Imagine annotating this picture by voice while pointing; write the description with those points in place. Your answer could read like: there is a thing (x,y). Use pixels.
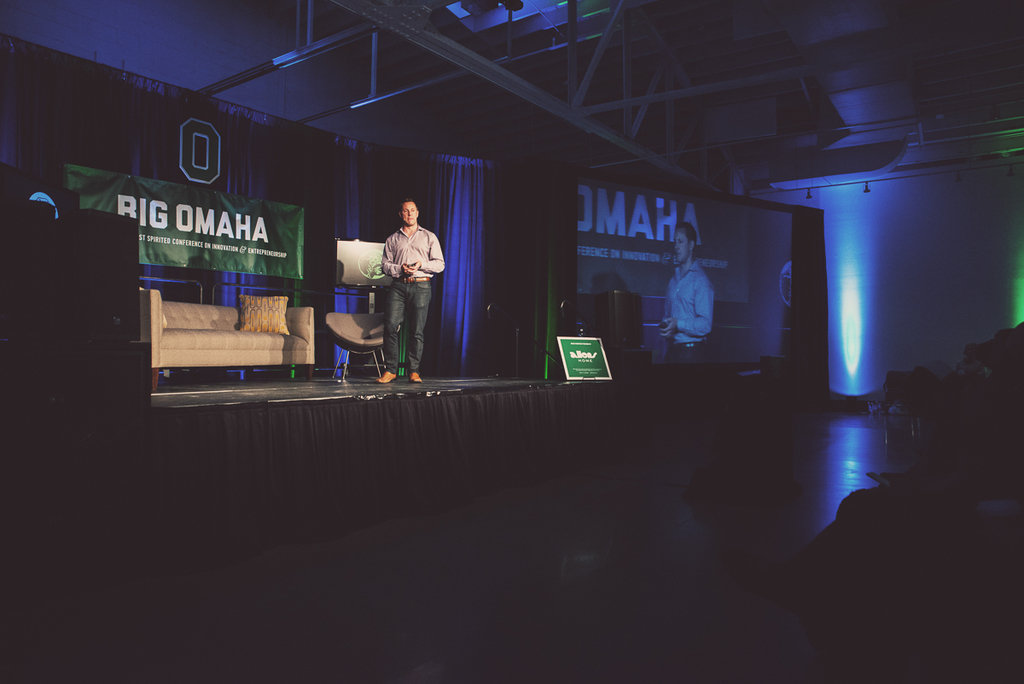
In front of the image there are people (991,591) sitting. There is a person (422,343) standing on the stage (297,382). Behind him there is a chair (366,328). There is a sofa (203,333). On top of it there is a pillow (275,326). There are curtains (278,161). There is a banner (271,245) with some text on it. There is a TV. On the right side of the image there is a board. There is a screen (656,339). On top of the image (852,164) there is a roof (581,135) supported by metal rods (490,77).
